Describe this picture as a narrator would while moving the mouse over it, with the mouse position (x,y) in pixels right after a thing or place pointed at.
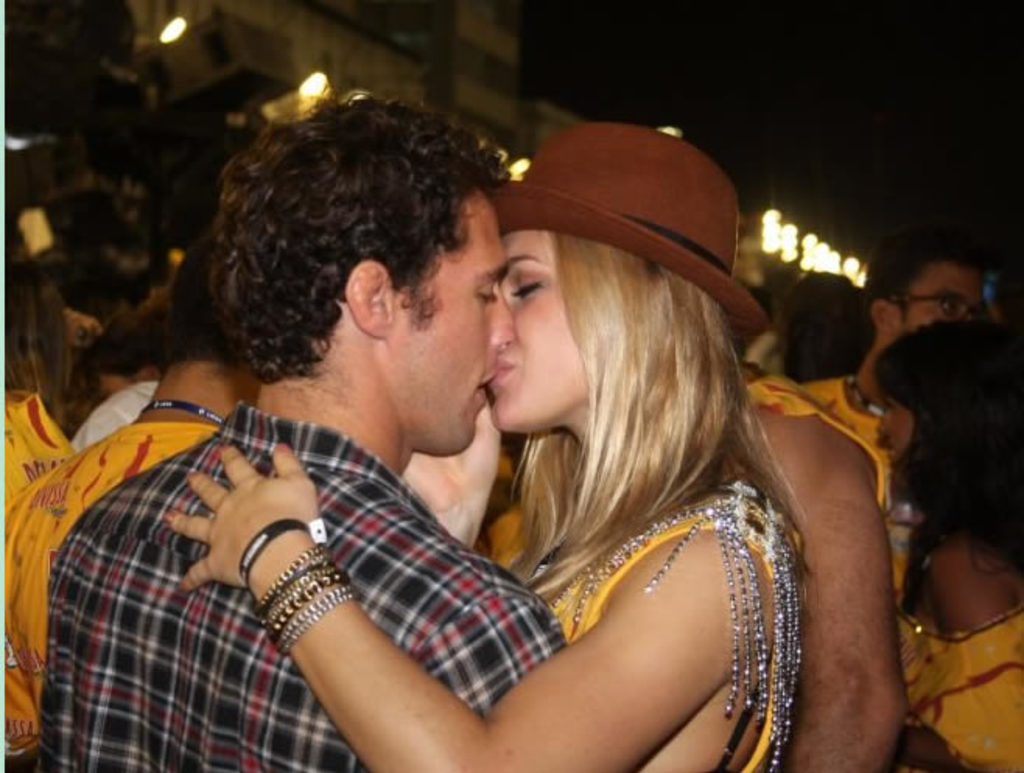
In the foreground of this image (380,573), there is a man (336,384) and a woman (689,621) kissing each other. In the background (137,370), there are people (124,382), few buildings (365,62), lights (310,79) and the dark sky (799,77).
